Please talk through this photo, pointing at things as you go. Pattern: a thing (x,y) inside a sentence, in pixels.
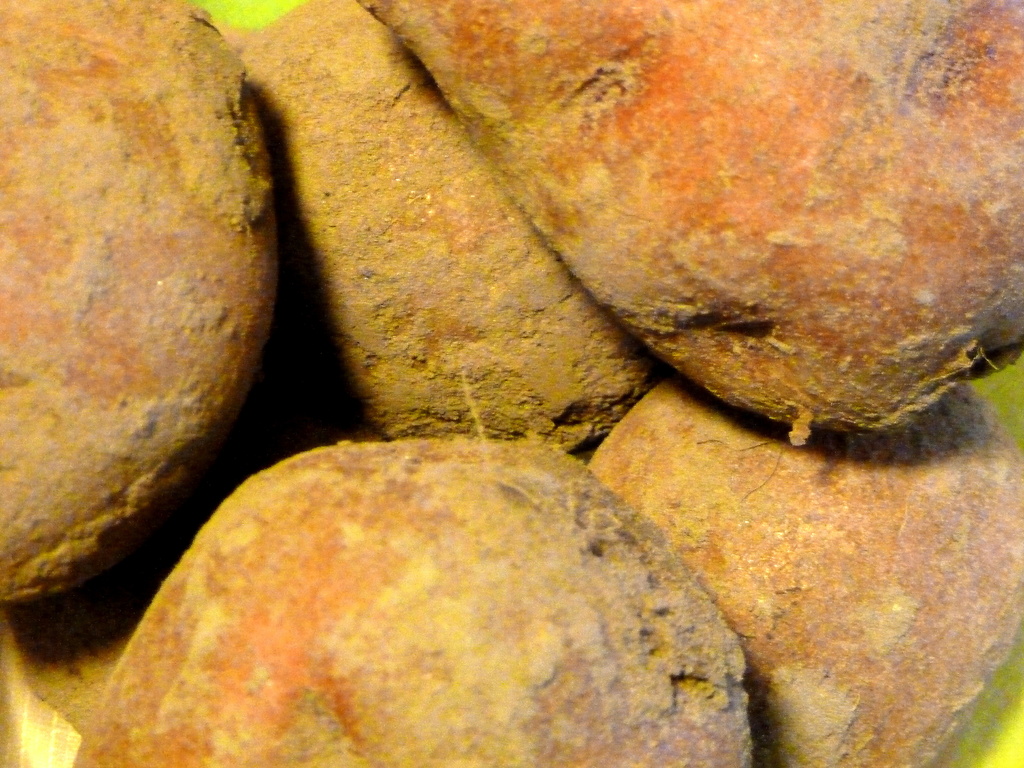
This image consists of some vegetables (472,424).
